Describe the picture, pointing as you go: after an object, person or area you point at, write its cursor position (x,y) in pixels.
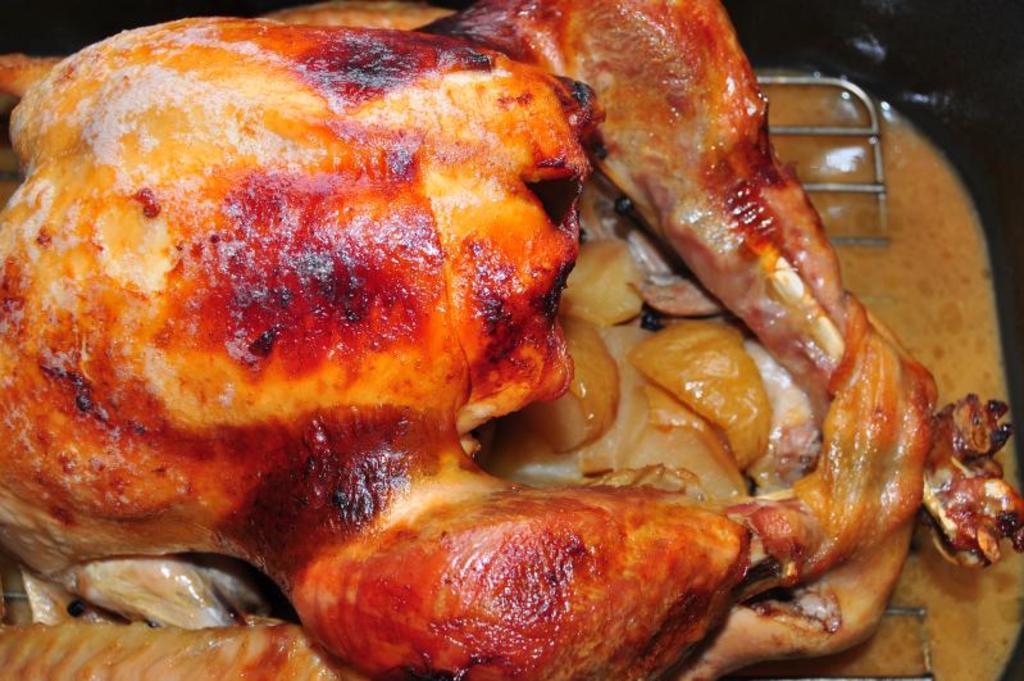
The picture consists of a food item (458,197) in a platter (948,52).
